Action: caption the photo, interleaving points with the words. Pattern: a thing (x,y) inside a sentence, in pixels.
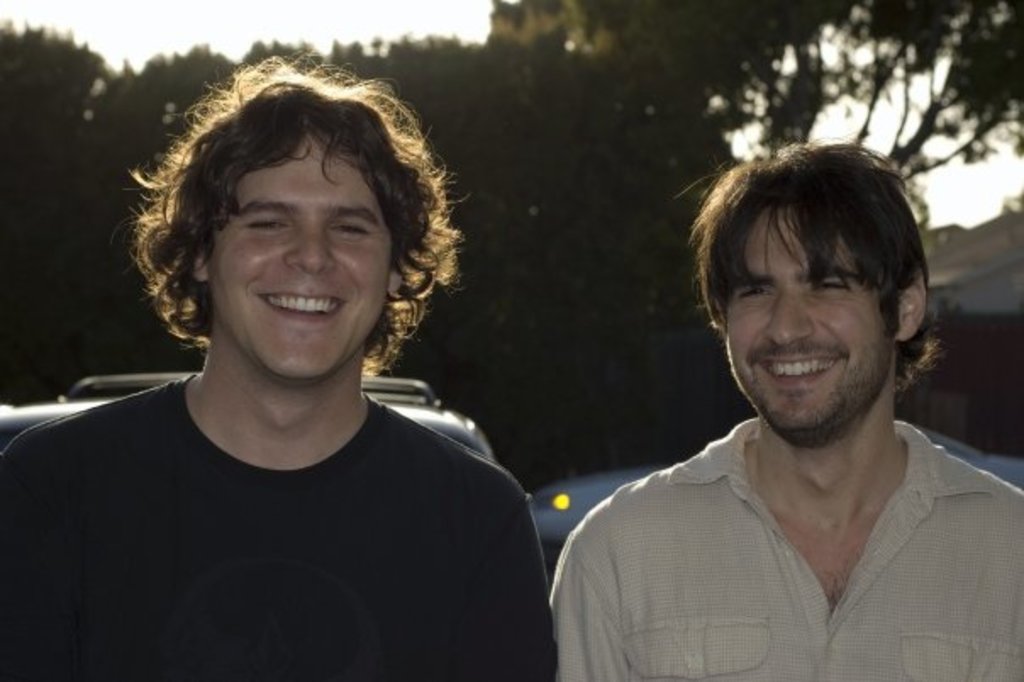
This image is taken outdoors. At the bottom of the image (314,564) two men (262,492) are standing with smiling faces (296,310). In the background (14,408) a few cars (386,394) are parked on the ground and there are many trees (462,154) and plants (478,87).
